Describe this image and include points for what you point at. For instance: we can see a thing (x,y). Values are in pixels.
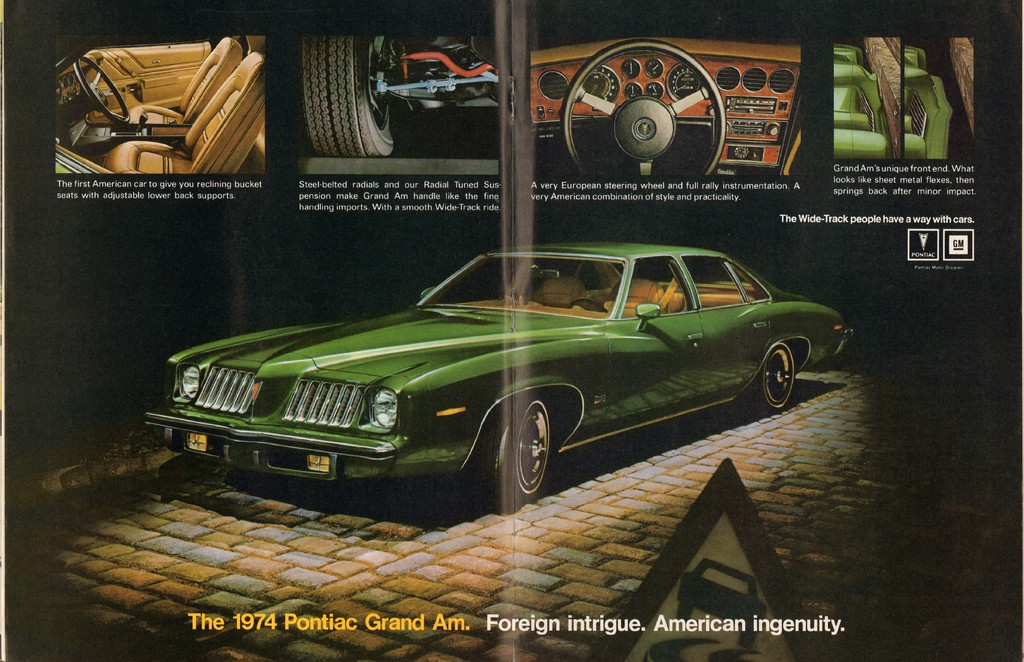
In this picture we can see poster (720,327), on this poster (434,327) we can see a car (267,377), steerings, seats (164,162), wheel (370,153) and text (786,219).
